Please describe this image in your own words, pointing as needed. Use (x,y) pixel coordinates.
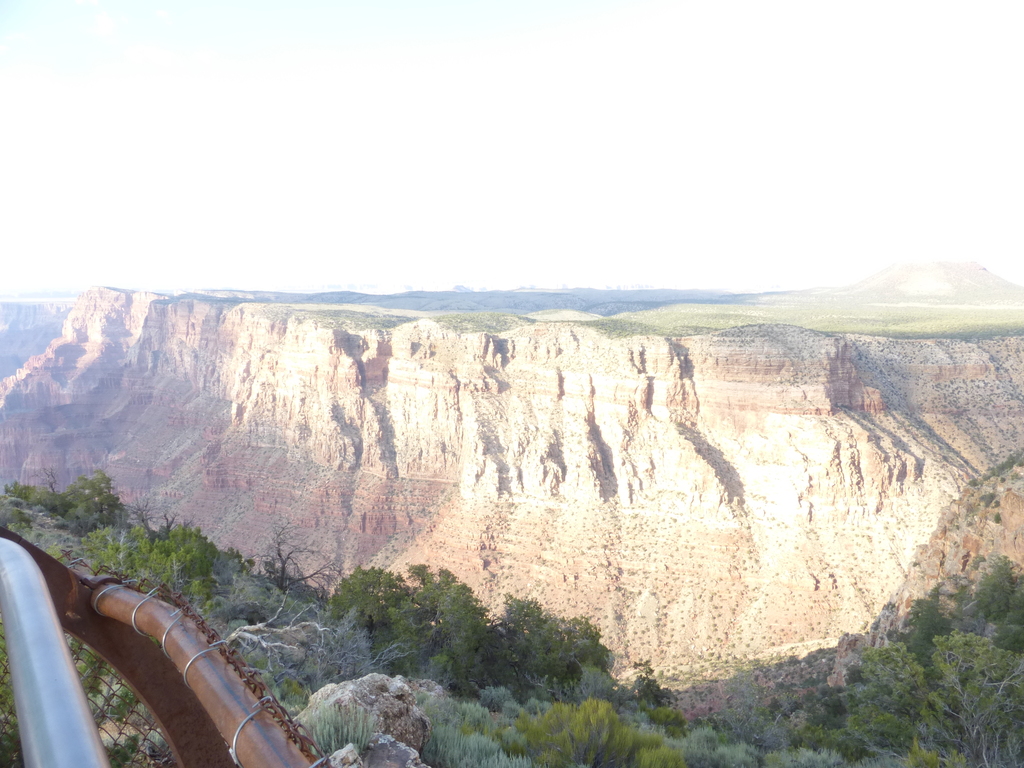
In the bottom left hand corner (160,641) we can see metal rods (167,688), in the background (244,576) we can find few trees (978,693).
